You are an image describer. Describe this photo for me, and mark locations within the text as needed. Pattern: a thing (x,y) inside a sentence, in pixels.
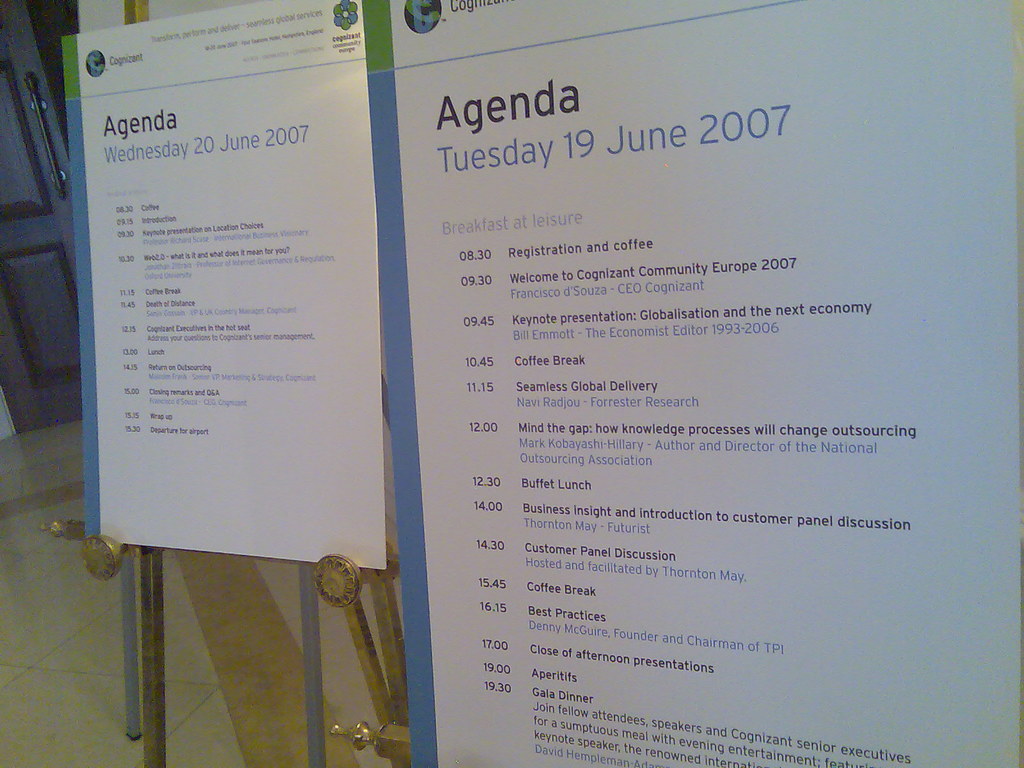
In this image, we can see notice boards (462,469) contains some text (584,485). There is a door (11,80) in the top left of the image (43,177).
